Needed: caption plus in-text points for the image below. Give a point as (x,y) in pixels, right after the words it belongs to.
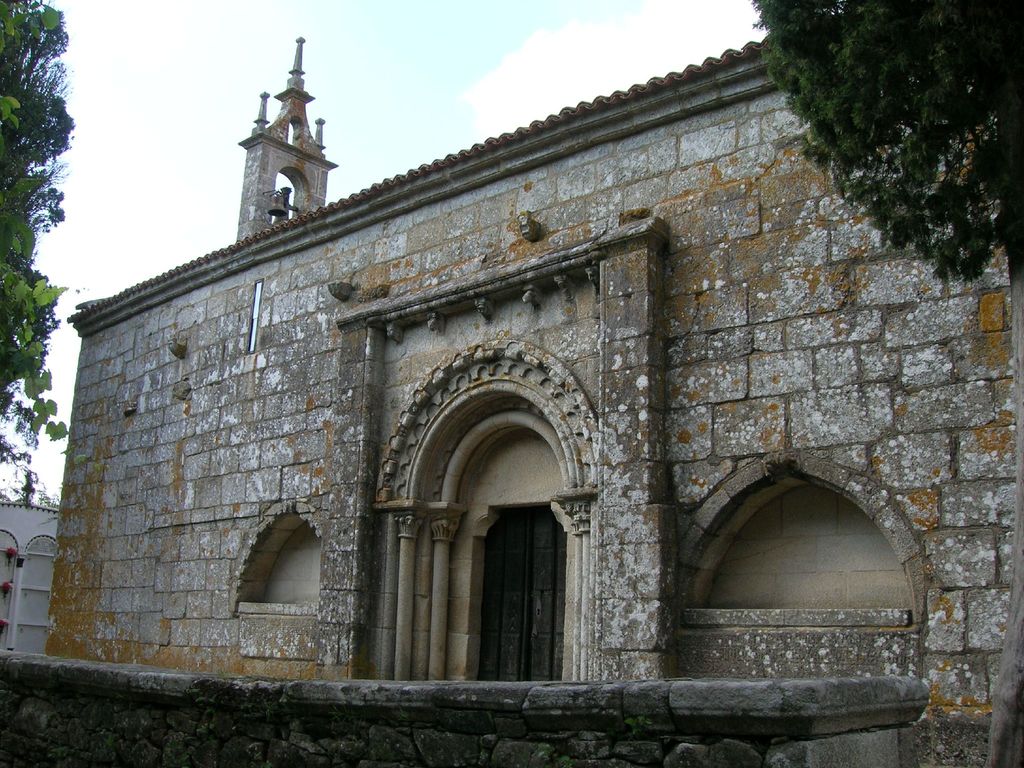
In the center of the image (554,497) there is a building (436,395). On the right side (952,102) there is a tree (907,182). On the left side (32,54) there is a tree (54,191). In the background (108,80) we can see sky (416,59) and clouds (485,106). At the bottom (118,683) there is a wall (294,742).
